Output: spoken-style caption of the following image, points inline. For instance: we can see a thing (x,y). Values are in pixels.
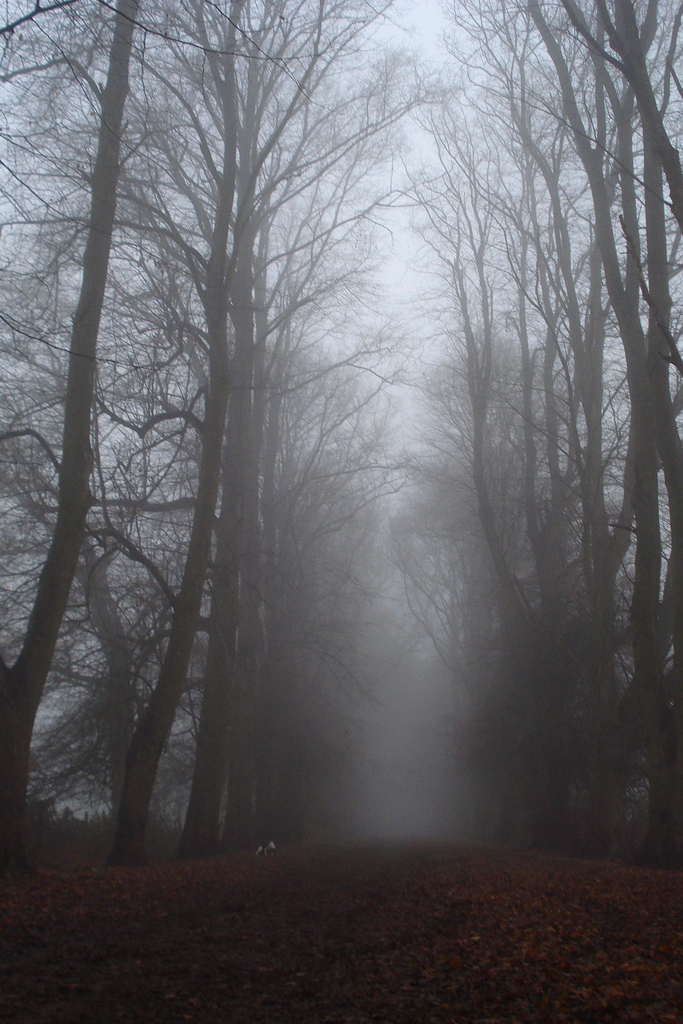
There is a walkway (375,958) in the center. There are dry trees (261,733) on the either sides. There is fog (409,565) at the back (343,648).
